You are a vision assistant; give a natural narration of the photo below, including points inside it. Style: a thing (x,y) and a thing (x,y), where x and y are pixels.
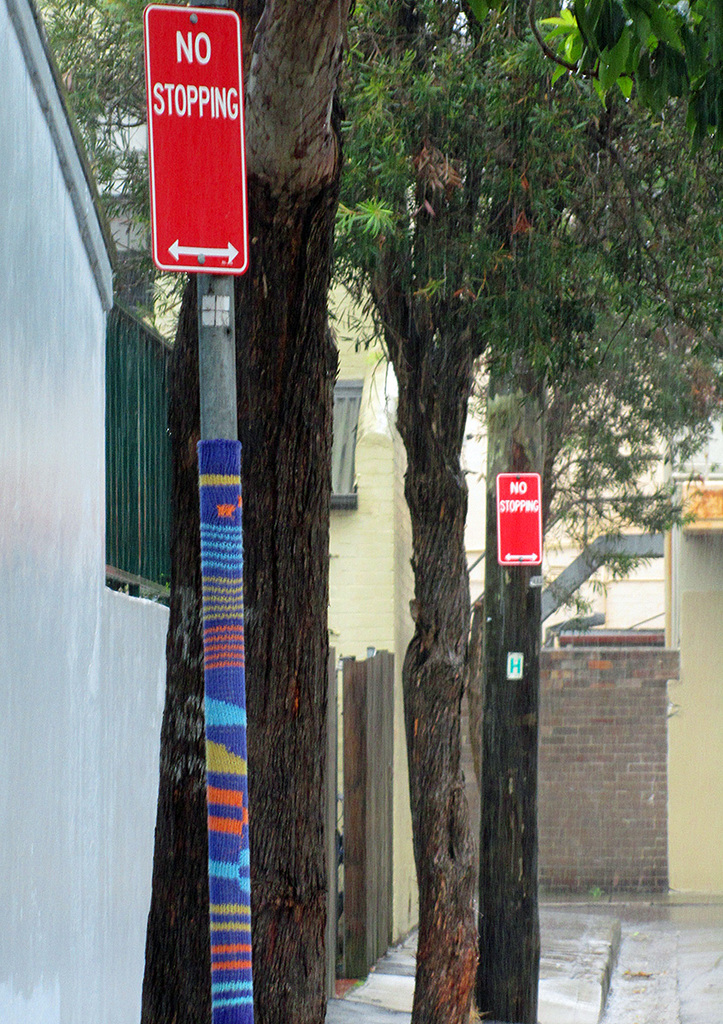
On the left side (235,226) there is a sign board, in the middle (439,444) there are trees (562,297) in this image.
